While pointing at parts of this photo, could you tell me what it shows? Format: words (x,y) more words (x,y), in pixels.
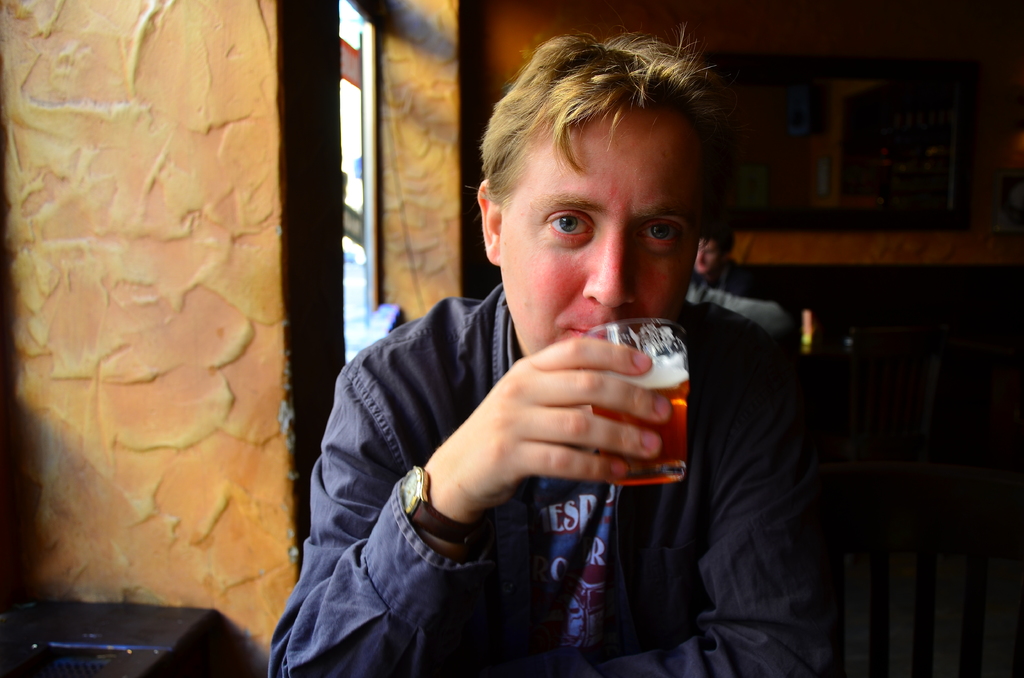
In this image I see a man (740,329) who is wearing a blue shirt (734,352) and he is holding a glass (674,332) and there is a chair (857,394) side to him. In the background (196,421) I see the wall (233,276), a person (778,326) and a table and another over here.
